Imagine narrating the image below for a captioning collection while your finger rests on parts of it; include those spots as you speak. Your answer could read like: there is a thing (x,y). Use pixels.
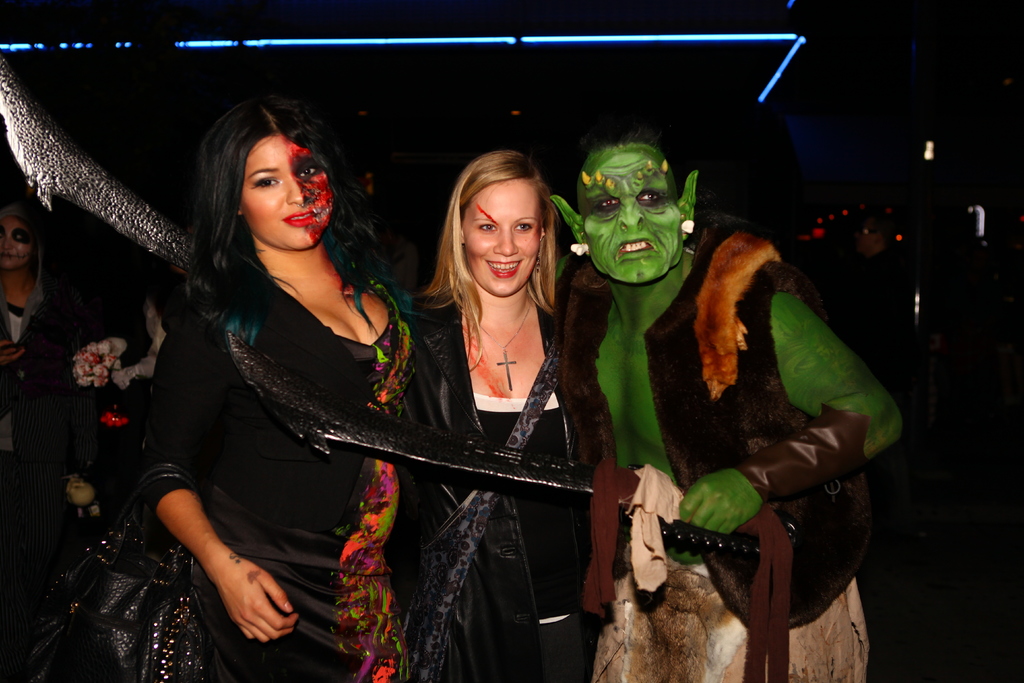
In this I can see few people (650,281) are standing and I can see painting (316,209) on their faces (316,209) and looks like lights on the back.
